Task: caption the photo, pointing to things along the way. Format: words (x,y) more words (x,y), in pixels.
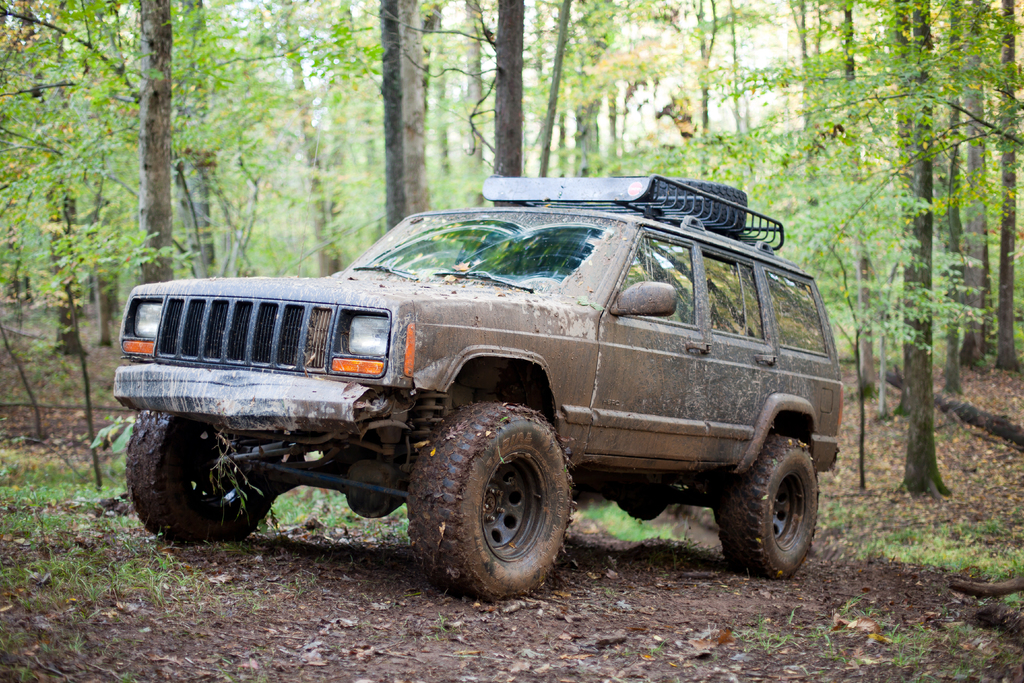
In this image I can see a vehicle (576,343) which is brown, black and orange in color on the ground (577,558). I can see the ground (630,617), few trees (38,45) and the sky (729,63).
